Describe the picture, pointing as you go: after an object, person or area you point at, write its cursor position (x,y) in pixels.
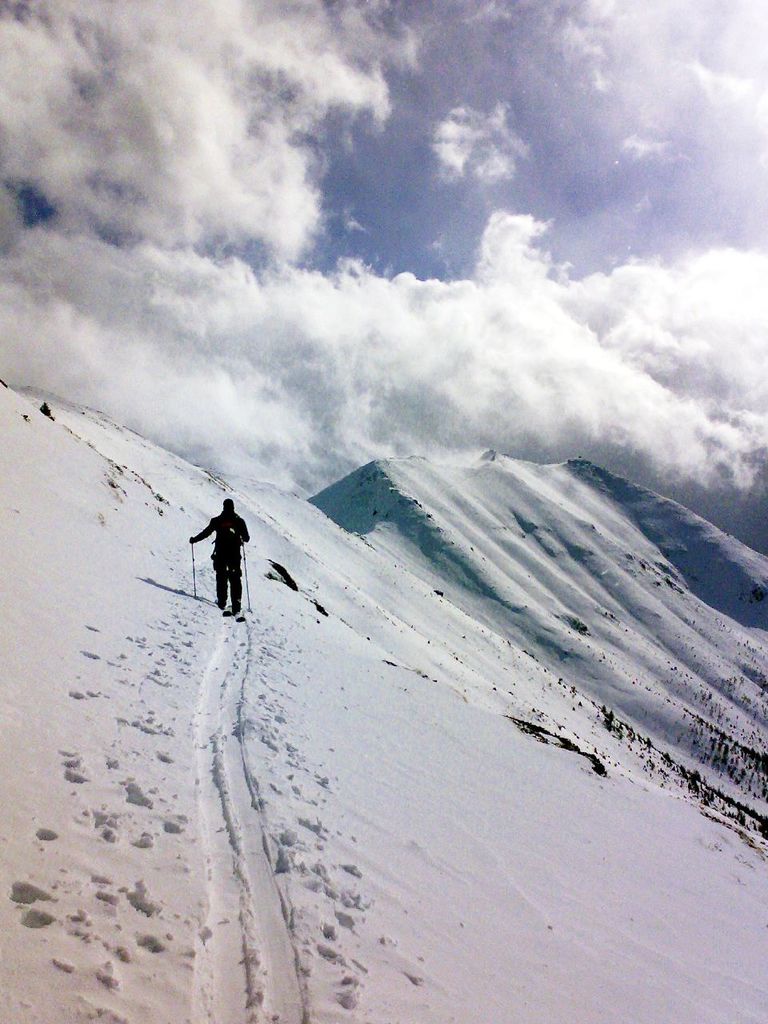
In the center of the image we can see a person (225,544) is standing and holding the sticks (195,585). On the right side of the image (575,520) we can see a mountain (519,624) which is covered with snow (485,530). In the background of the image (360,573) we can see the snow (413,874). At the top of the image (440,289) we can see the clouds (465,284) are present in the sky (747,216).
